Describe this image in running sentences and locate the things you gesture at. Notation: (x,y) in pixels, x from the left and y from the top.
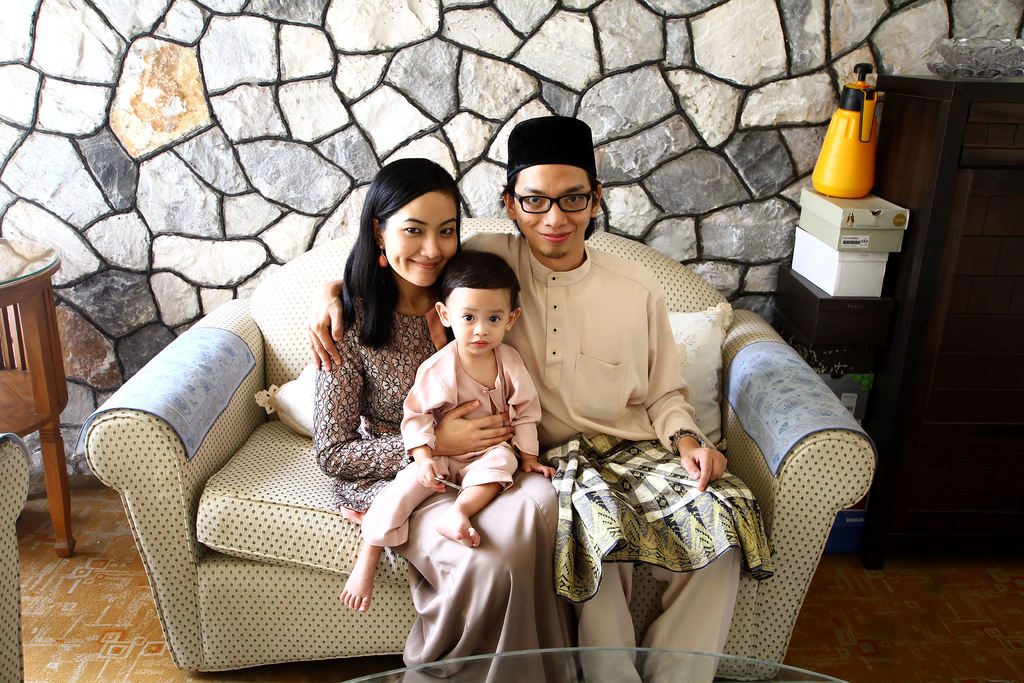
In the center of the image (528,287) we can see some persons (663,428) are sitting on a couch (318,522) and also we can see clothes (608,489), pillows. In the background of the image (73,415) we can see wall (722,187), boxes (846,226), flask (869,137), cupboard (931,137), table (58,338). At the bottom of the image (95,620) we can see the floor (89,645).
